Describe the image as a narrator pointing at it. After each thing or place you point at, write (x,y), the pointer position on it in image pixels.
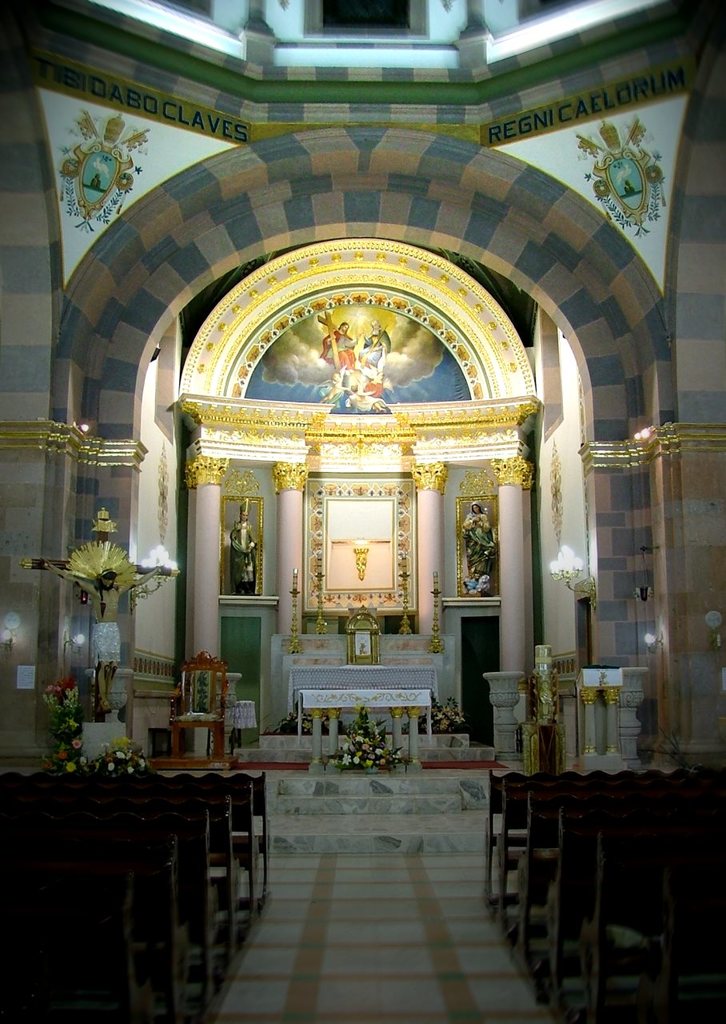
In the center of the image (248,347) there is a wall (221,381), pillars (514,606), statues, lights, bouquets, benches (593,915) and a few other objects (407,588). And we can see some designs (129,173) and some text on the wall (136,164).
